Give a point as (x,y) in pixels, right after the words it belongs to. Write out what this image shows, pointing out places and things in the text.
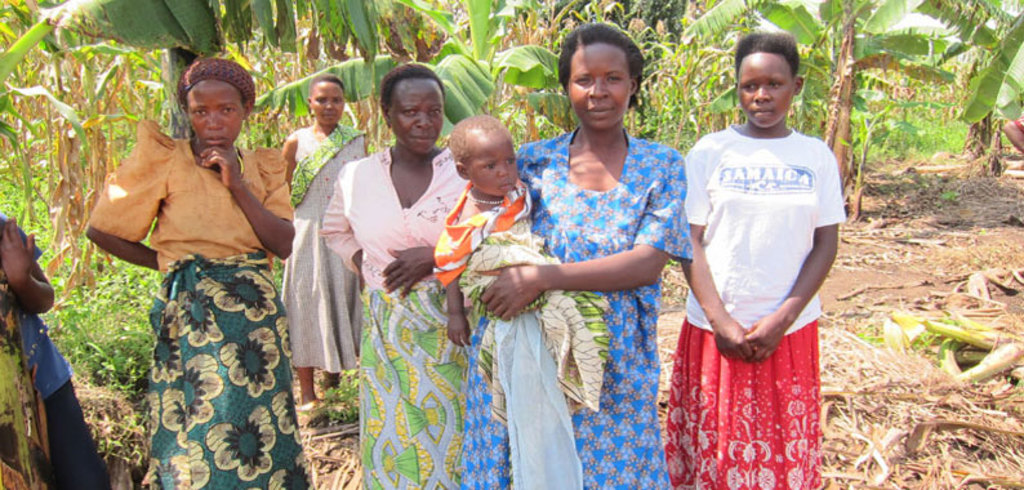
In this image I can see group of people (442,350) standing. In front (647,334) the person (656,306) is wearing blue color dress (628,420) and holding the baby (506,193). In the background (883,6) I can see few trees (511,71) in green color and the sky (923,13) is in white color.
